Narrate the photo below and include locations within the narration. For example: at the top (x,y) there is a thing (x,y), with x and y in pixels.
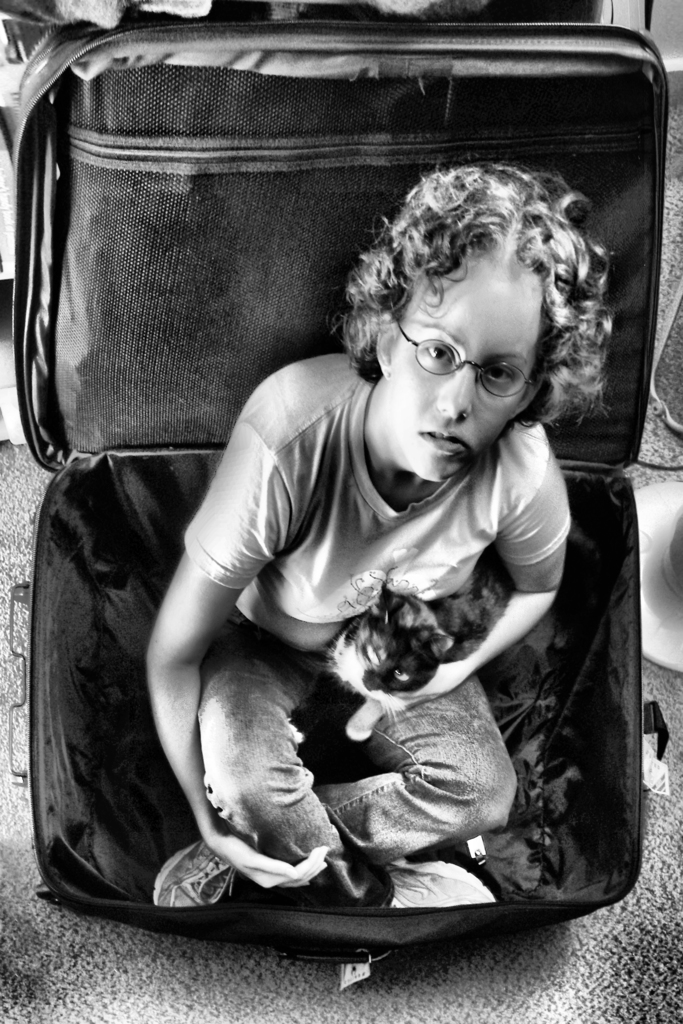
In this picture there is a woman (267,726) who is holding a cat (404,664) in her hand (423,694). She is sitting in a suitcase (163,485). There is a carpet (382,971).
